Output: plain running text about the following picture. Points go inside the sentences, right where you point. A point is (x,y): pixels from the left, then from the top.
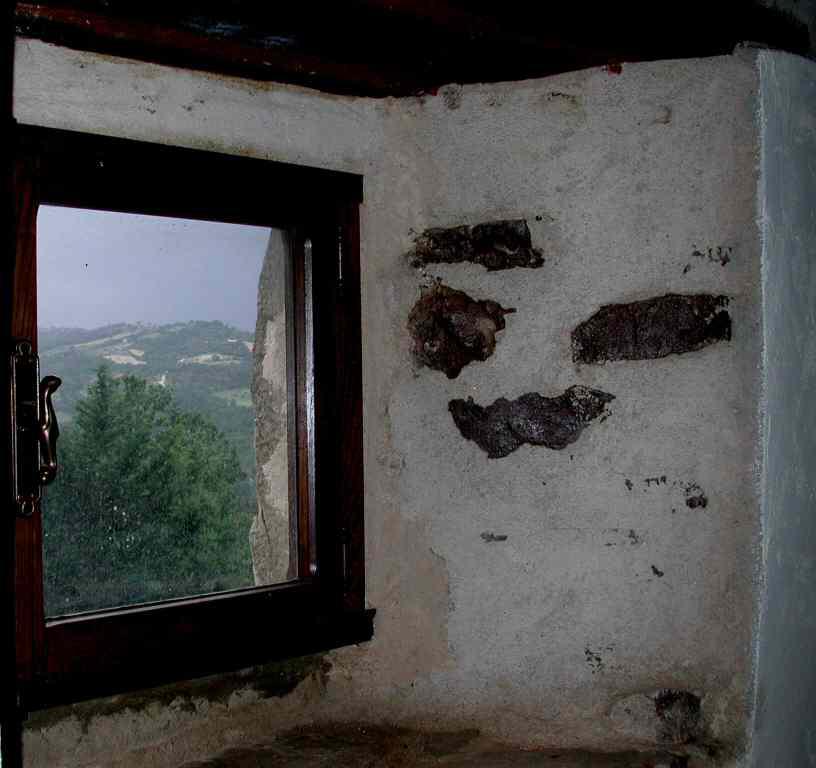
In this picture, we see a white wall (541,397). On the left side (160,237), we see a glass window (207,593) from which we can see trees (191,438) and hills (128,354). We even see the sky (166,302).
